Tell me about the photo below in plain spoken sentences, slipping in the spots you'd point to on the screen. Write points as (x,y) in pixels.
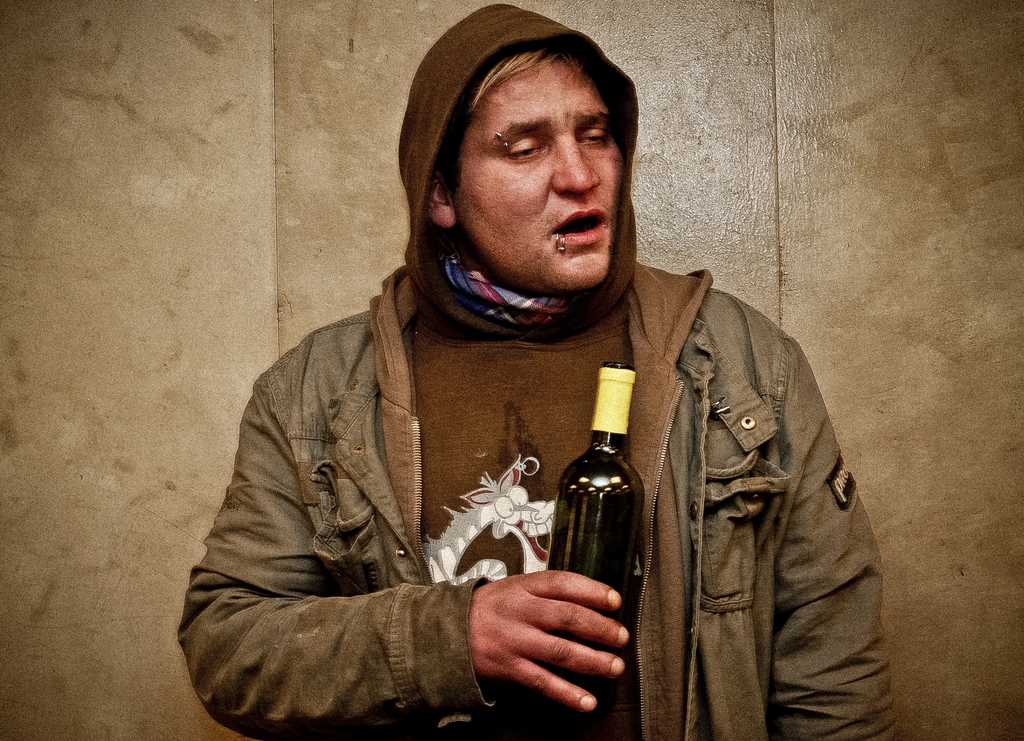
Here we can see a person (545,248) is standing and holding a wine bottle (596,441) in his hands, and at back (363,101) here is the wall (334,206).
